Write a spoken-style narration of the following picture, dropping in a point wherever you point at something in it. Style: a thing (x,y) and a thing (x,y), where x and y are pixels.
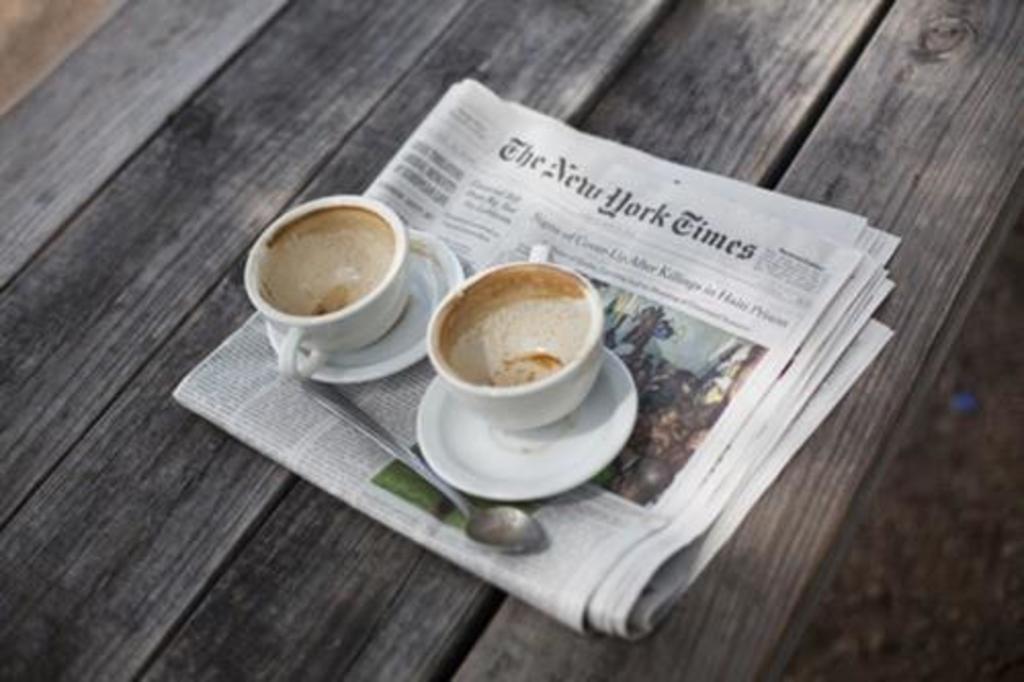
In this image there is a table (874,134) on that table (903,151) there is a news paper (767,384) on that news paper (643,503) there is a spoon (496,546), there are two cups (505,404) and two saucers (465,413).
